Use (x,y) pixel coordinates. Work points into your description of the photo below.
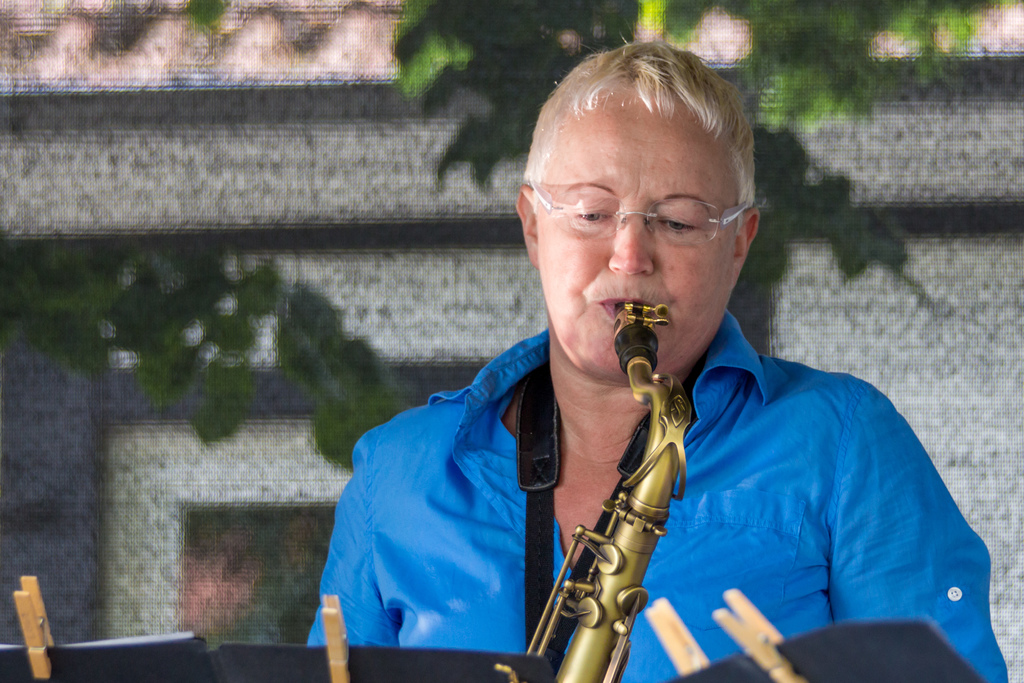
In the image we can see a person (793,533) wearing clothes (884,537) and spectacles (690,207). These are the clips (29,630) and a musical instrument (603,596), the background (275,82) is blurred.
